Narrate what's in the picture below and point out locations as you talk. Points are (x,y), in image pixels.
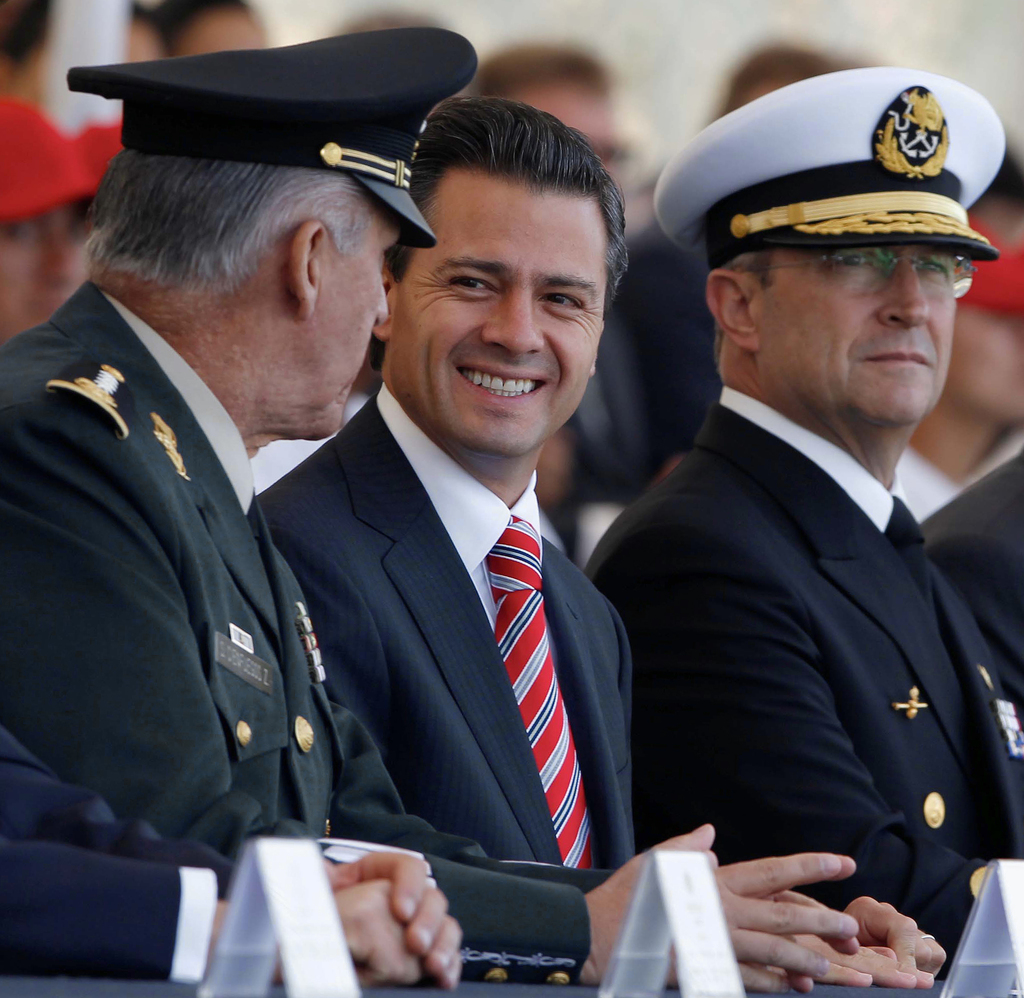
In this picture I can see there are three persons (461,699) sitting on the chairs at the table (532,987) and the person (361,619) at the center (441,616) is wearing a blazer (279,526) and the persons (48,648) sitting on to left (172,565) and right are wearing uniforms (721,575) with caps (261,116) and in the backdrop (584,49) there are few people (566,494) standing and the backdrop (1009,220) is blurred.
